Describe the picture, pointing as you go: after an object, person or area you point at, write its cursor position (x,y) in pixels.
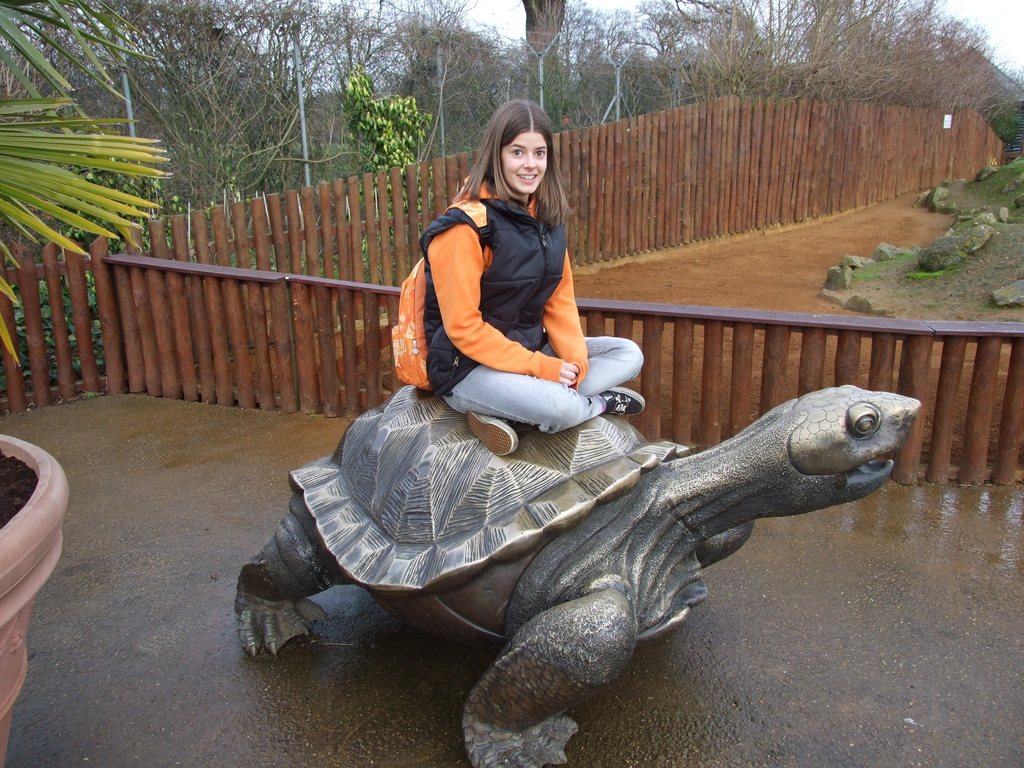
In this image, we can see a woman (485,298) sitting on the tortoise statue (599,475), we can see the wooden fence (657,355) and there are some trees (625,82), we can see the sky (1005,24).
